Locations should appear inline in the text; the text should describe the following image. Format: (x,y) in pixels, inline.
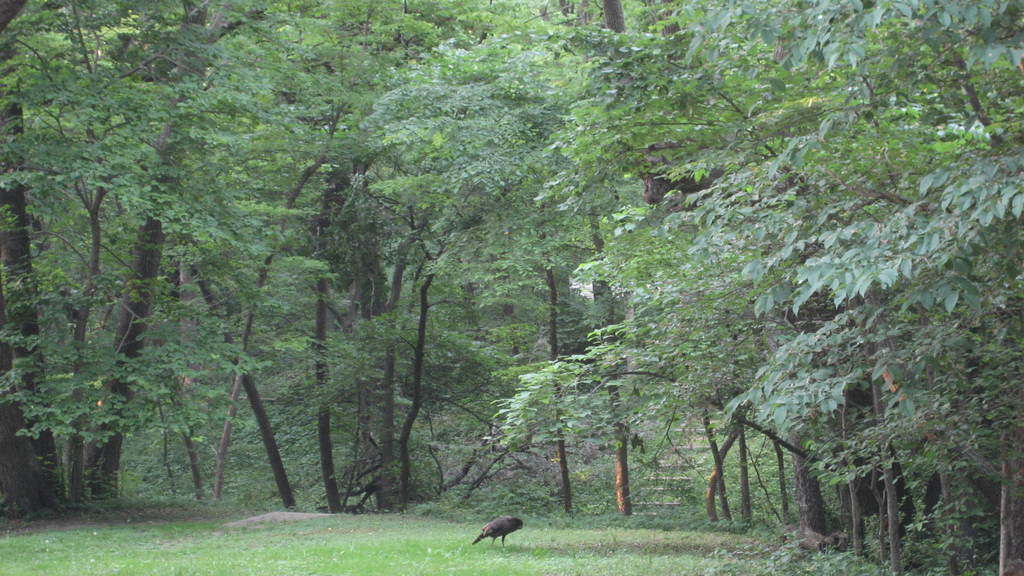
In this picture I can see there is a bird (483,532) standing on the grass (211,547) and there are trees (712,384) in the backdrop (709,436) and there are few stairs (669,466).
